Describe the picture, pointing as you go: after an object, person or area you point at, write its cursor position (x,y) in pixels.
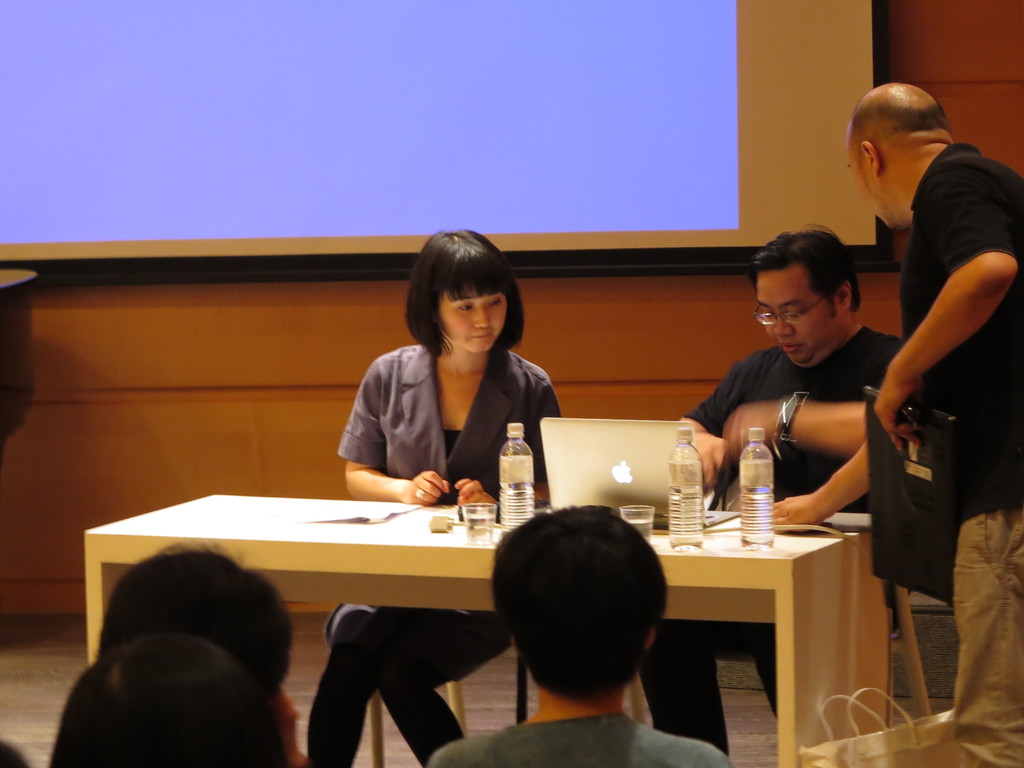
Two persons (780,382) are sitting in the chairs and looking into the laptop (572,470). There are water bottles (526,513) on the table (806,535).
